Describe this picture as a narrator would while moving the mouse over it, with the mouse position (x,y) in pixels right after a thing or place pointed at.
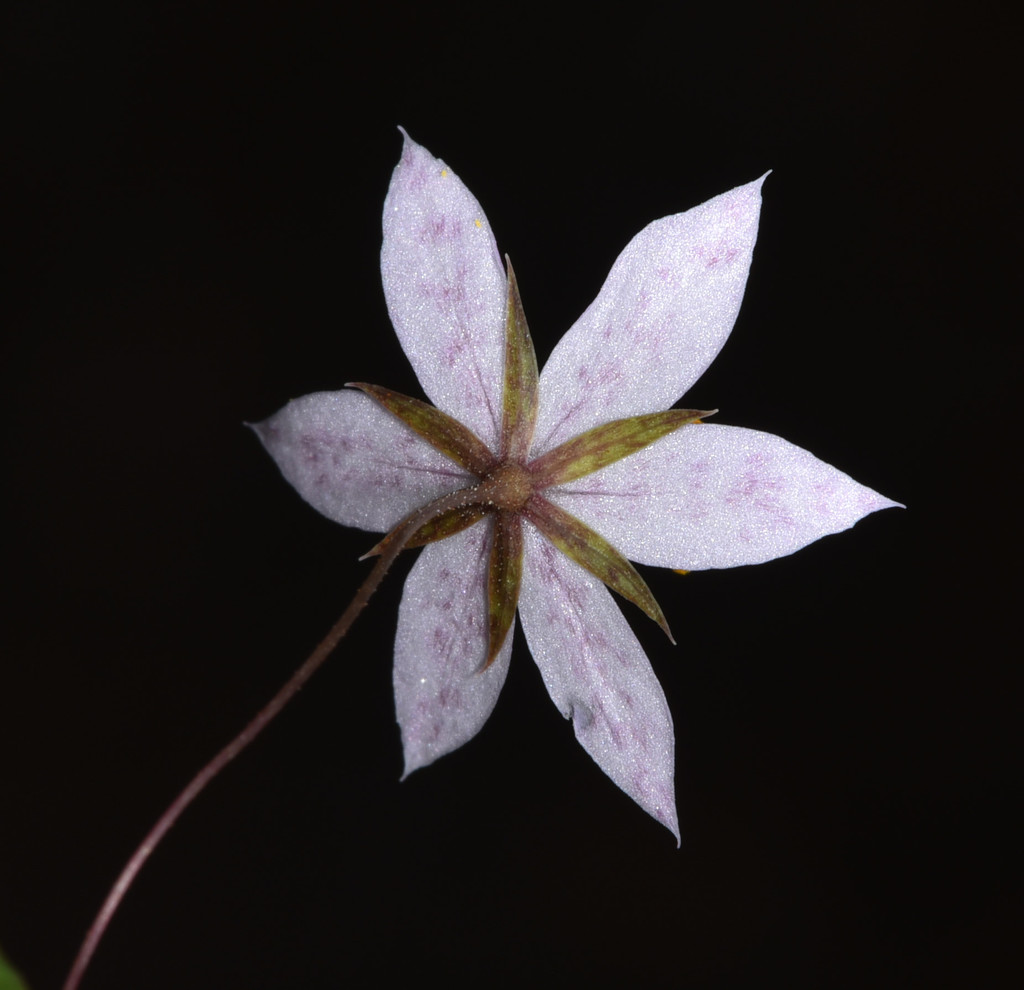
In the middle of the image (439,530) there is a flower (473,575) with petals (470,474) and stem (369,580). The flower (473,636) is light pink in color. In this image the background (149,157) is dark.
